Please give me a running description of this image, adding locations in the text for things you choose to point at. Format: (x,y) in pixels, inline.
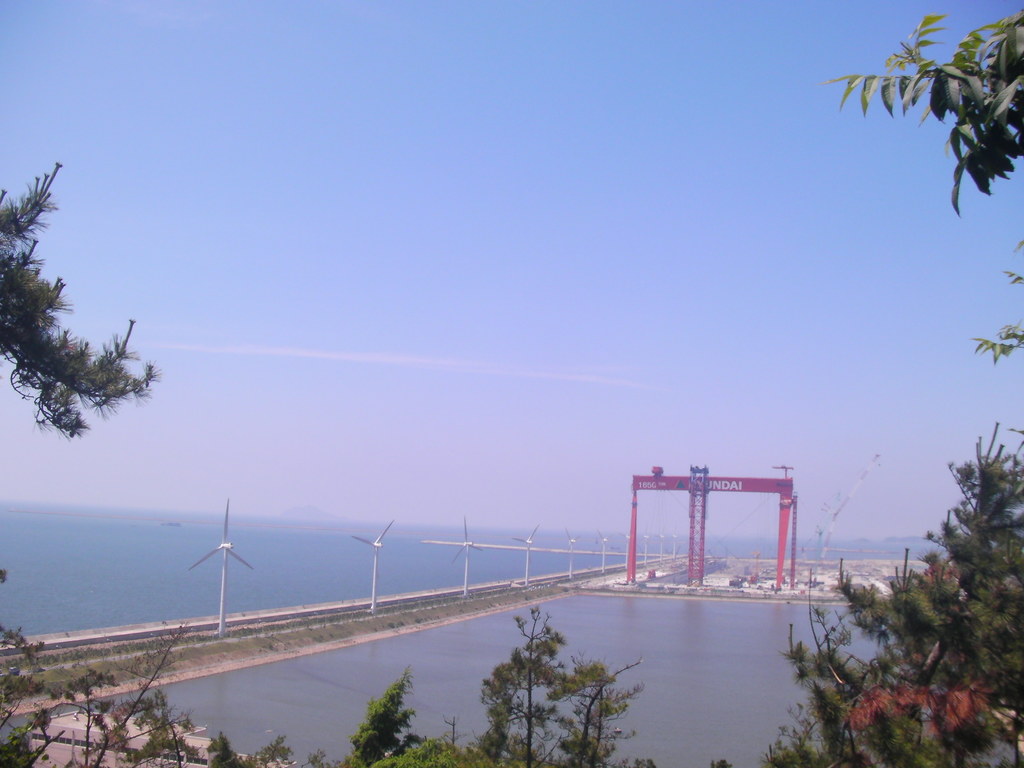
In this image we can see branches (890,663) of trees (989,505). Also there is water (482,624). There are wind fans (573,542). In the back (712,489) there is an arch (633,516) with some text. In the background (514,304) there is sky (429,322).
